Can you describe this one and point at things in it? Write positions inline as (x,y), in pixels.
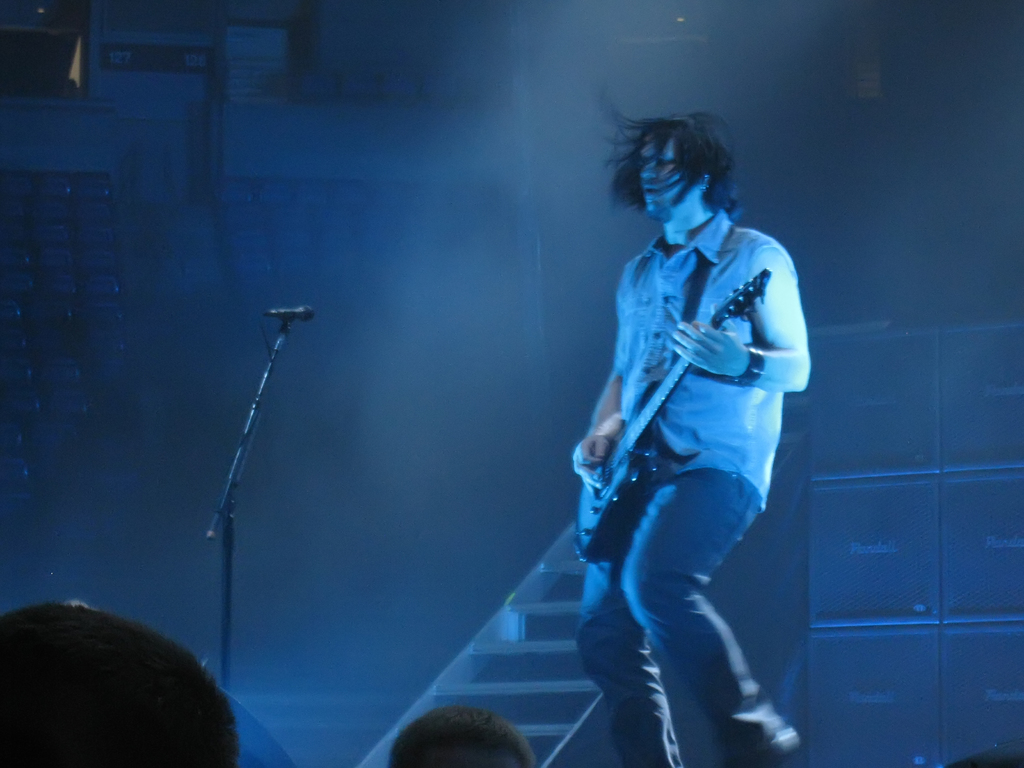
In this picture there is a man (727,661) walking and holding a guitar (622,462) in his hand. In front of him there is a microphone (295,315) and its stand (257,394). In the background (906,500) there are boxes (906,538) and staircase (551,643).
